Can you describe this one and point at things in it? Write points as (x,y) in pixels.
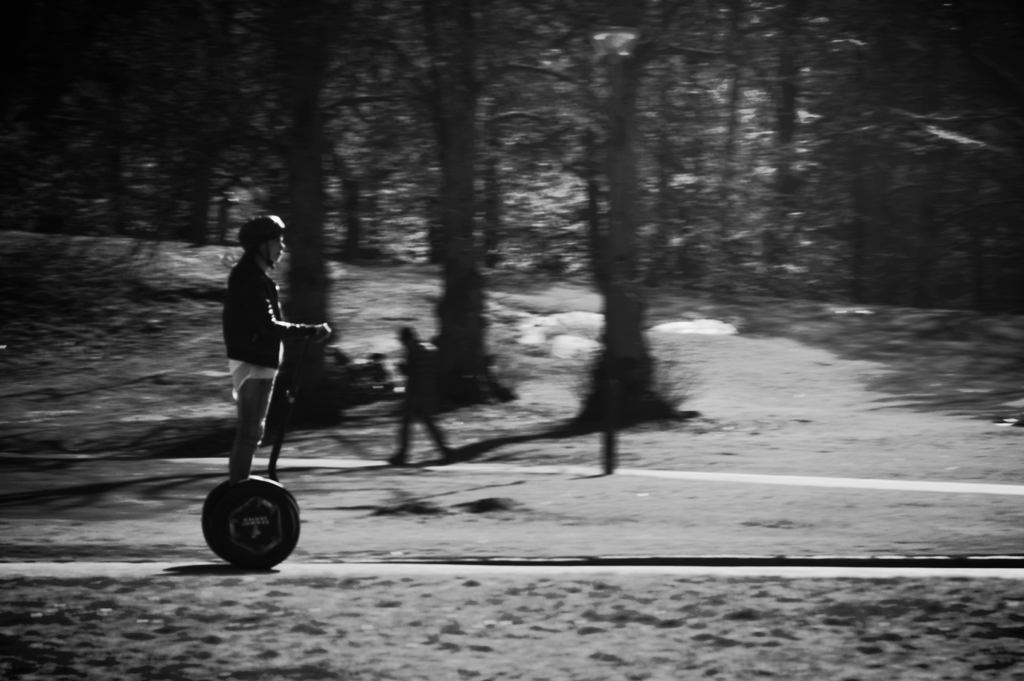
In this image in the front (264,332) there is a person (252,360) riding a scooter (252,490). In the background (271,182) there are trees (353,156) and there is a person (418,378) walking.
